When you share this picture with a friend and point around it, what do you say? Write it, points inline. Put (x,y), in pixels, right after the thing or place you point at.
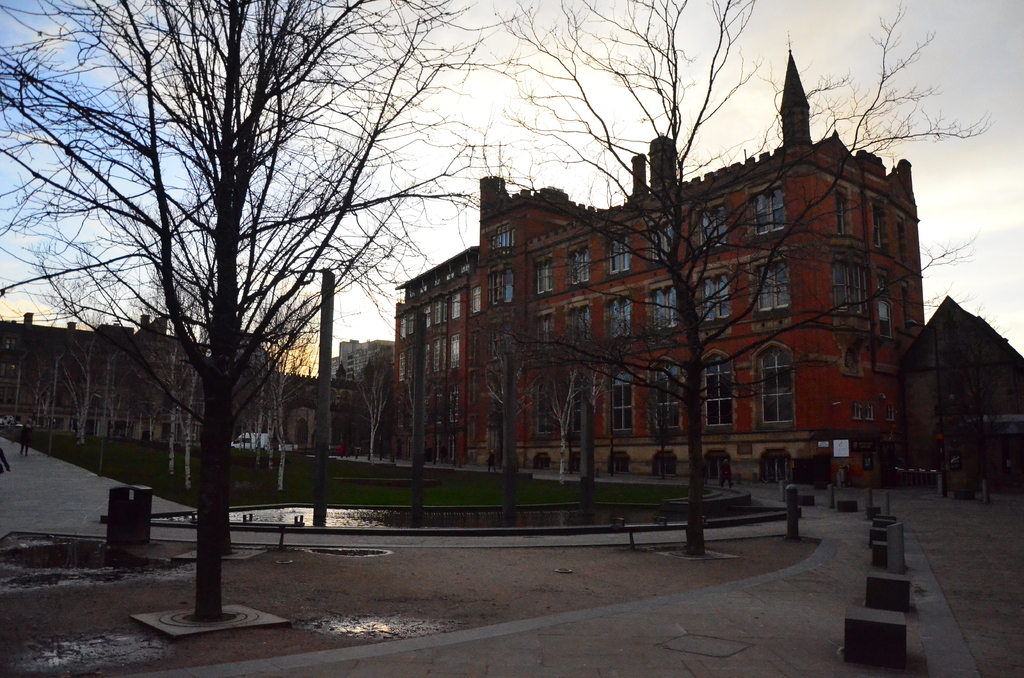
In this image, we can see so many buildings (915,436), walls (915,436), glass windows (788,382), trees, poles (507,469), water (572,515) and walkways (825,546). Background (188,224) there is a sky (948,87). Here we can see grass (295,496).
